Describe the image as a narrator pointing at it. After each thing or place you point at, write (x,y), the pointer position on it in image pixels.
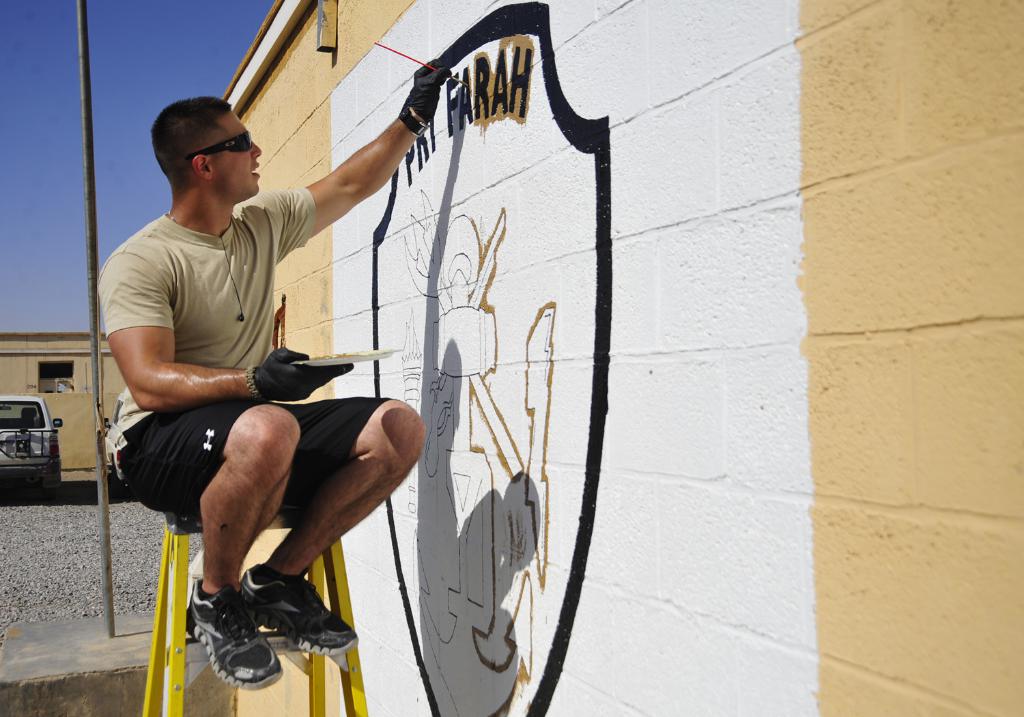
In this image we can see a man (359,462) sitting on a stool (340,593) holding a plate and a paint brush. We can also see a wall (411,629) with some painting (432,486) on it, a pole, stones (120,581), a car (119,453), a building (90,460) and the sky (46,321) which looks clear.
